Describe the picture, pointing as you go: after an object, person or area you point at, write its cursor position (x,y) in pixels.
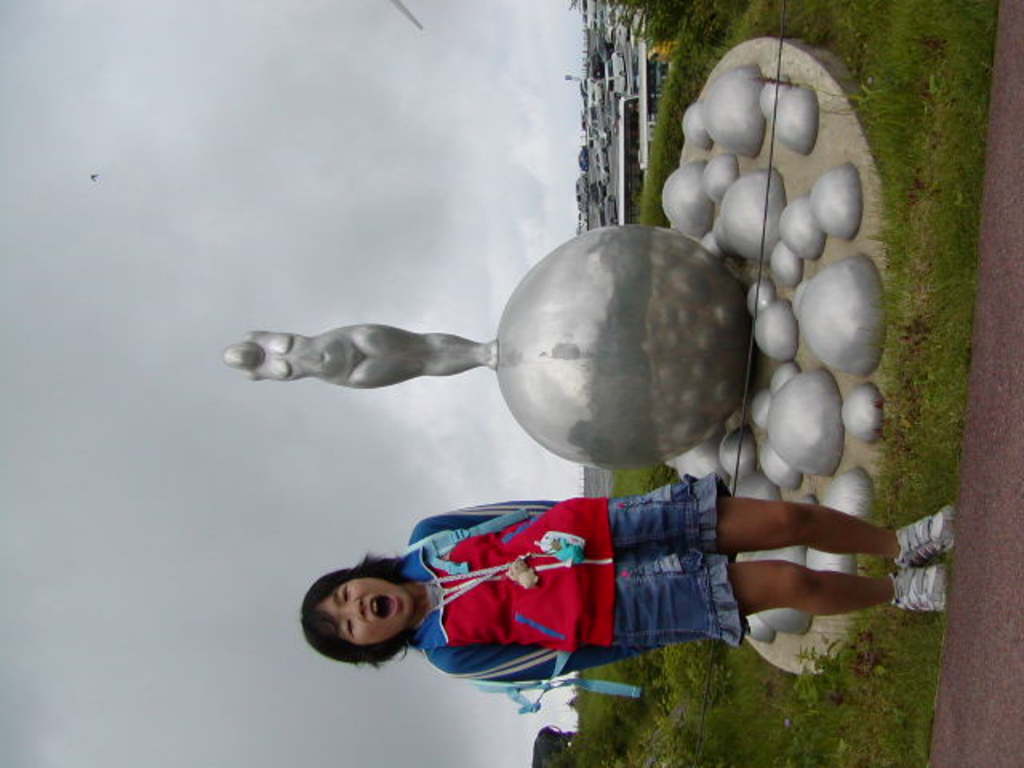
In this image we can see a girl (367,590) standing on the ground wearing dress (546,597). In the background (693,281) we can see a ball (606,396) on which a statue (439,364) is placed, group of cars (599,71) are placed in parking lot (617,203), group of plants (636,712) and the sky (373,749).
